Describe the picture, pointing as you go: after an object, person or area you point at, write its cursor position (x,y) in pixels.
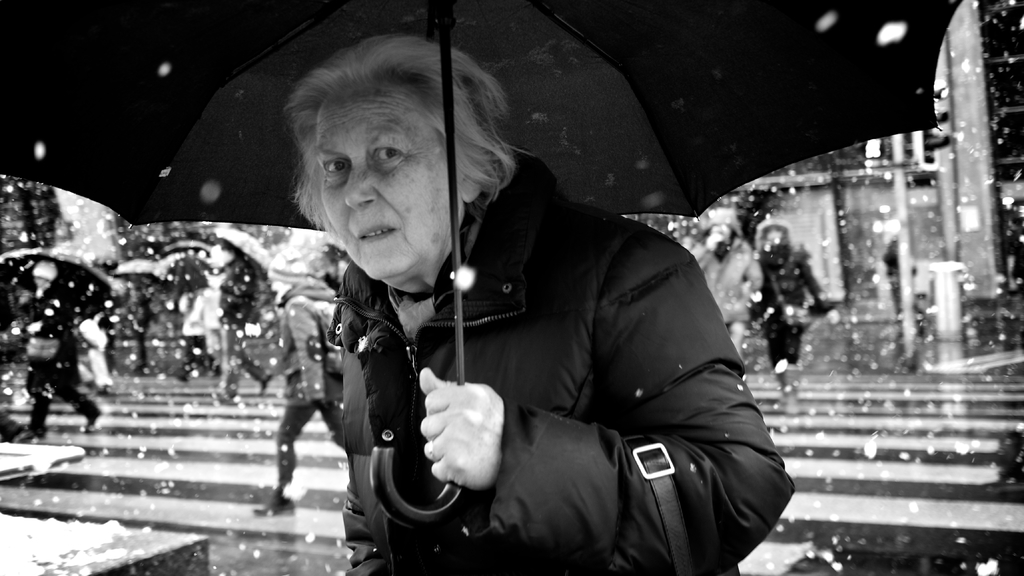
It looks like a black and white picture. We can see a person (503,390) in the jacket (524,397) is holding an umbrella (445,52). Behind the person (476,358) there are some people (737,279) walking and some blurred objects (878,237).
